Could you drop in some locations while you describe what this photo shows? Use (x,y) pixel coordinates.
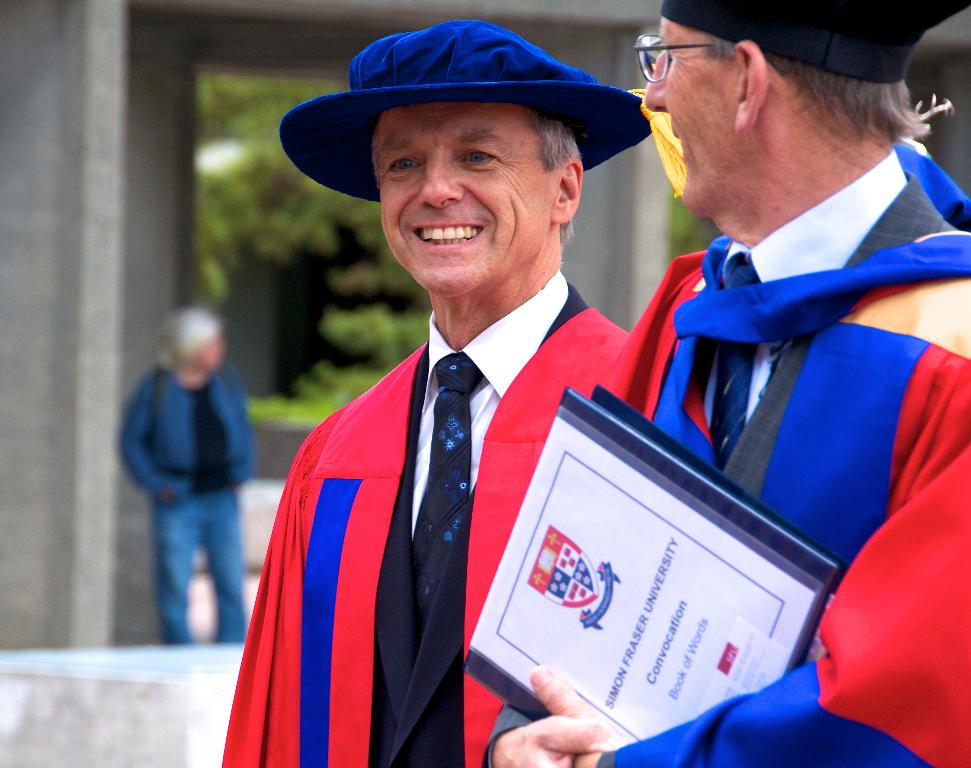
In this picture we can see two men (304,595) wore ties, caps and smiling and in the background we can see a person (212,317) standing, trees (259,208).
